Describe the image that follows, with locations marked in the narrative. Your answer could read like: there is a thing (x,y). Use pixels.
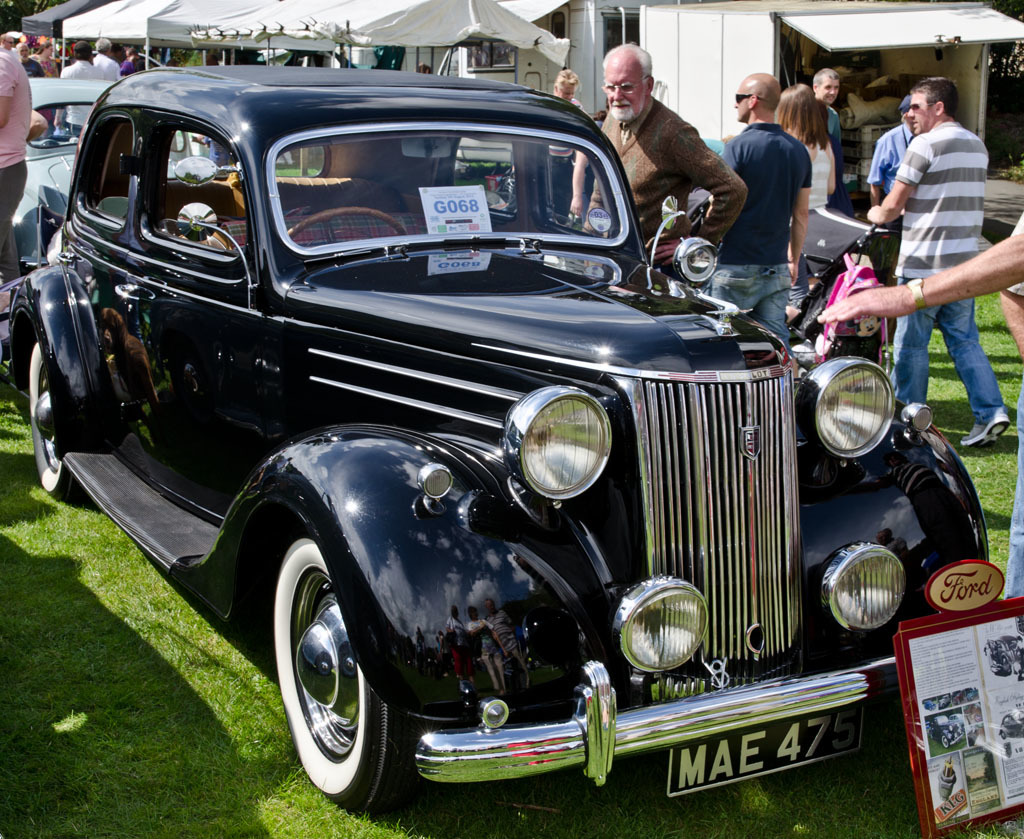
These are cars (590,513), here people (723,279) are standing, these are tents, this is grass (77,639).
